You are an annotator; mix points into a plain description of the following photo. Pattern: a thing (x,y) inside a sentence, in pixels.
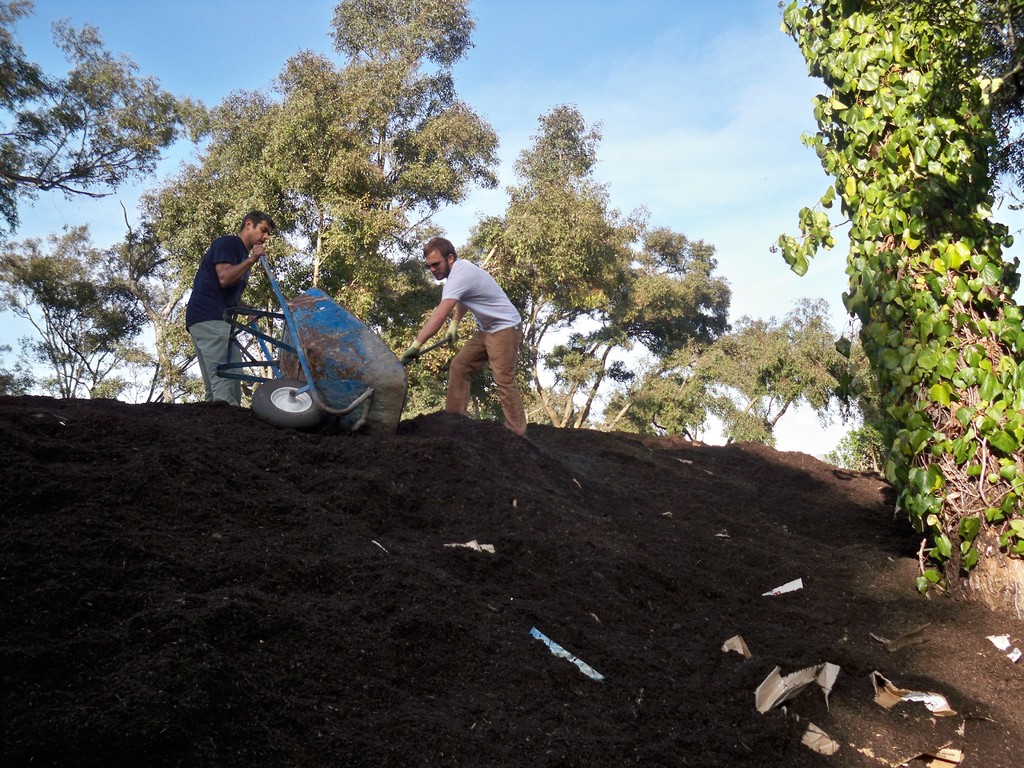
In this image we can see men (233,247) standing on the sand (252,423) and one of them is holding cart (327,367) in the hands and the other is holding shovel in the hands (407,352). In the background (259,140) we can see trees (559,148), creepers (845,381) and sky (734,151) with clouds (743,142).
